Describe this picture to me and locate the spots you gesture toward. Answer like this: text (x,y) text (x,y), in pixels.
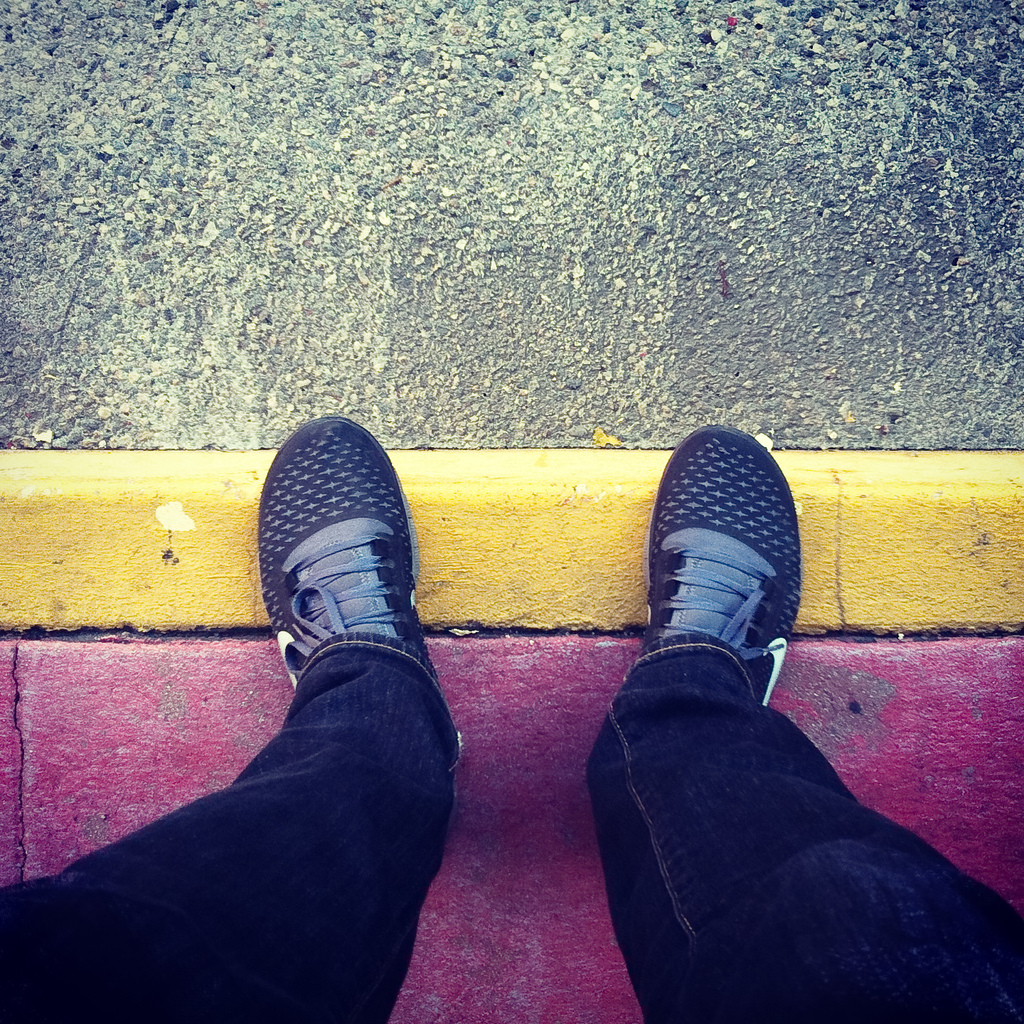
In this image we can see the legs (837,862) of a person (451,738). The person (656,685) is wearing shoes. On the surface (537,727), we can see some colors.
